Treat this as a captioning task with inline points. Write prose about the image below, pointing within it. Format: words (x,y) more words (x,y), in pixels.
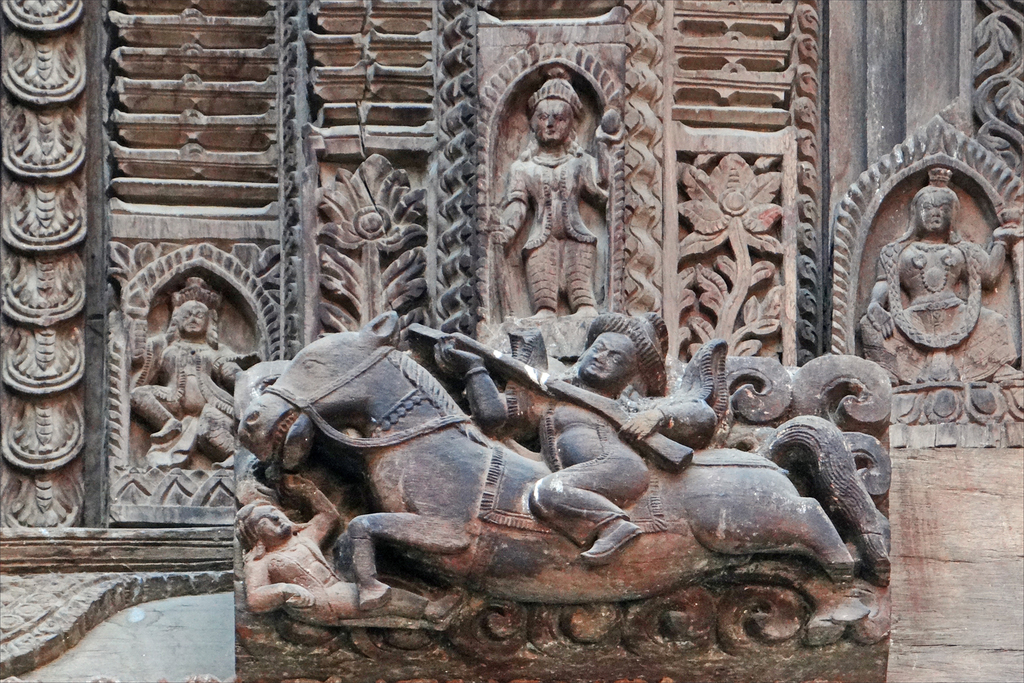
In this image we can see sculpture (517,292) on the wall (701,322).
